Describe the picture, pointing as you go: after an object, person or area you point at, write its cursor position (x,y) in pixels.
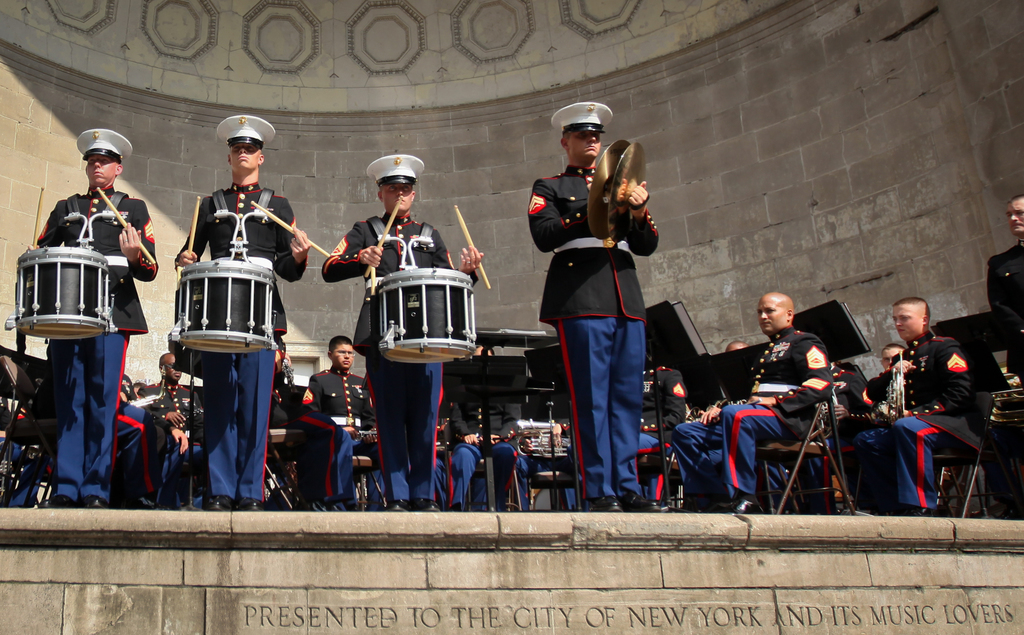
In this image, so many peoples (908,393) are playing a musical instruments (1012,400). Few are sat at the back side (288,418). Few are stand at the front (374,332). And the background (886,183), we can see a brick wall (436,152). Few are wearing a cap (582,131) on his head (587,148).
